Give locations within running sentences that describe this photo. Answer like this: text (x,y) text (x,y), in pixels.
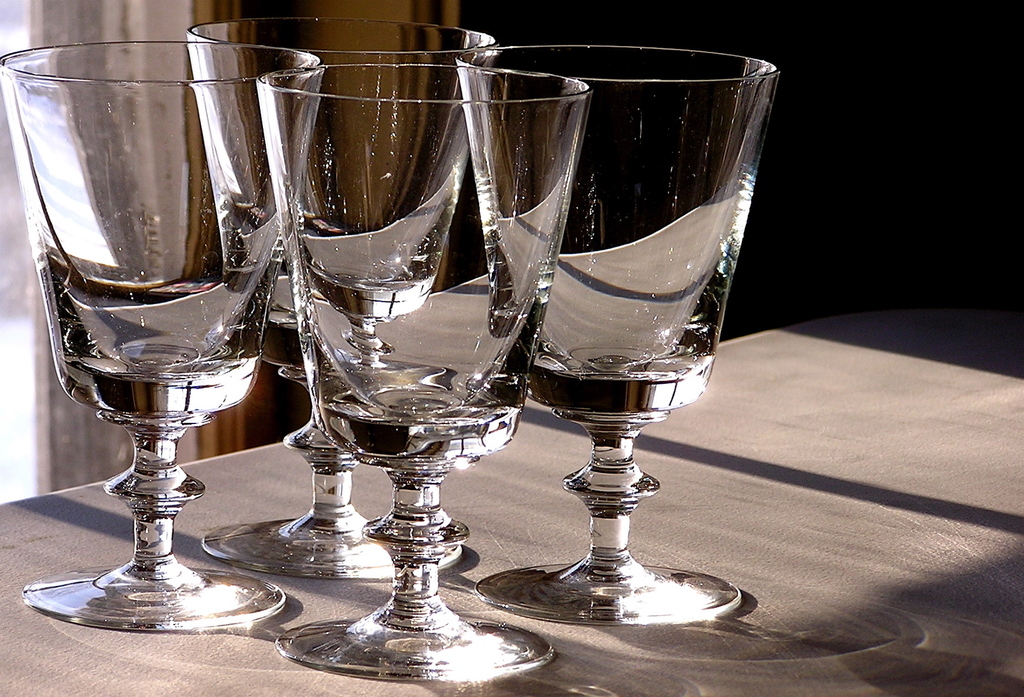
In this image I can see four wine glasses (150,264) on the grey colored surface (495,545) and I can see the black colored background (839,45).
